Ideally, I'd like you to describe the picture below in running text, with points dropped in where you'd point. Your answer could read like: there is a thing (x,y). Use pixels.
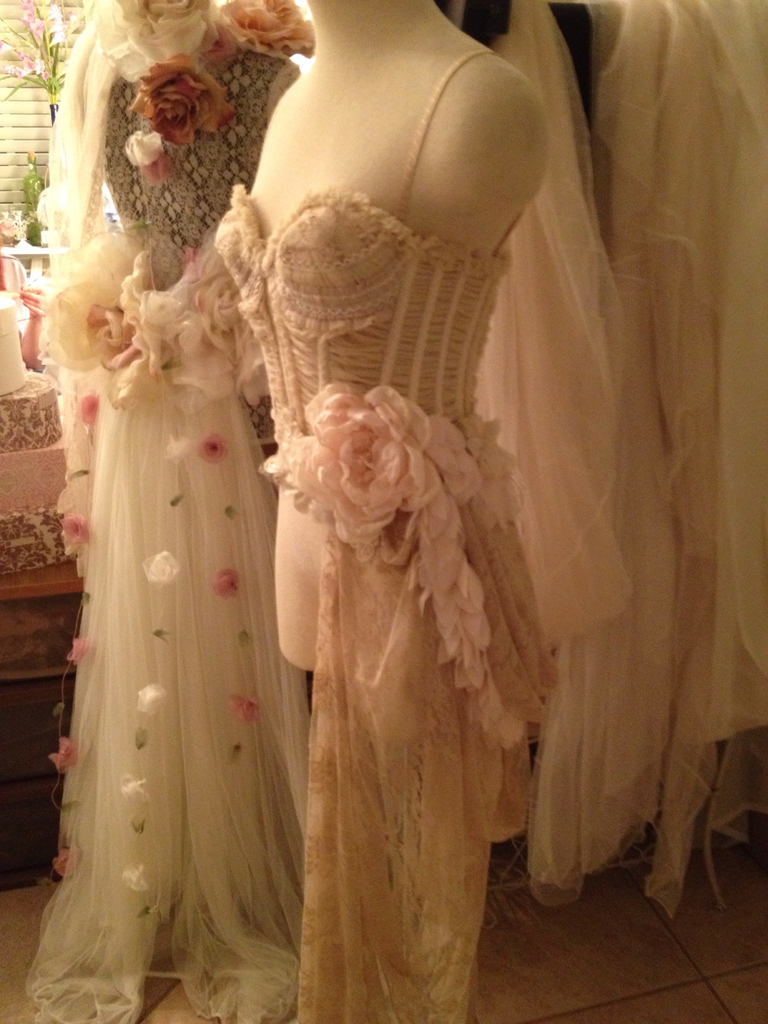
In this image I can see a mannequin (482,98) which is cream in color and a dress (435,312) which cream and pink in color to the mannequin (423,52). I can see another mannequin (179,204) to which I can see a dress (201,174) which is cream, pink, green and brown in color. In the background (520,50) I can see few clothes (568,104), few flowers (173,103), a plant (33,27), a human hand (29,365) and few other objects (24,201).
